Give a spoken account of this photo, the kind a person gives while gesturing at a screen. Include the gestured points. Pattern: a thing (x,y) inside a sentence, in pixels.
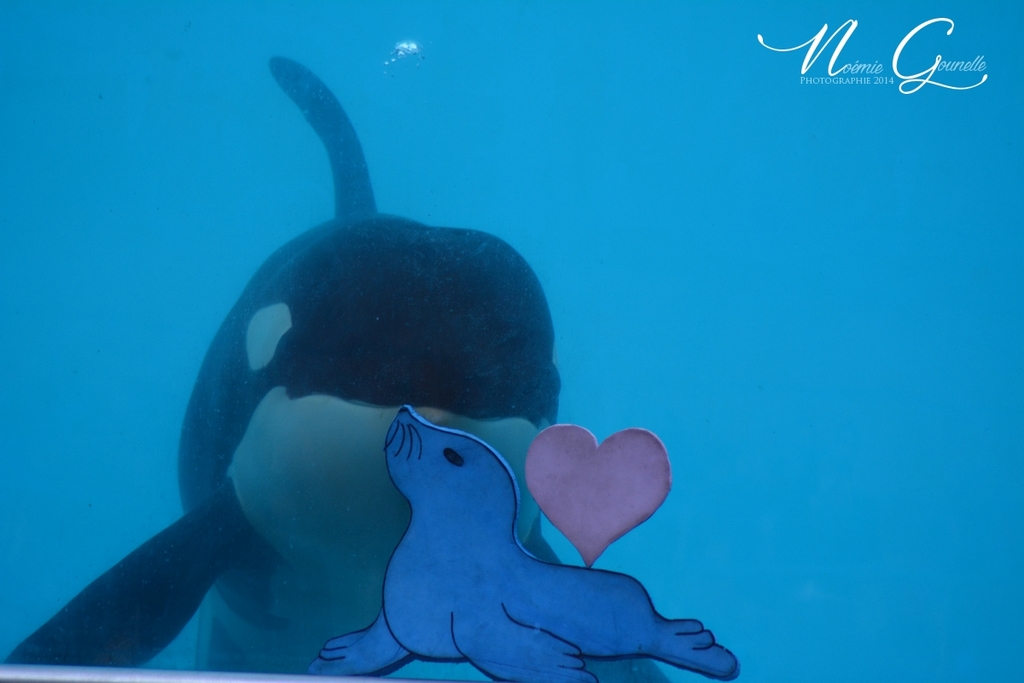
In this image I can see the dolphin (302,266) in the water (556,246). I can see the water (697,214) in blue color. I can also see the toy (424,545) which is made up of paper (508,562).
